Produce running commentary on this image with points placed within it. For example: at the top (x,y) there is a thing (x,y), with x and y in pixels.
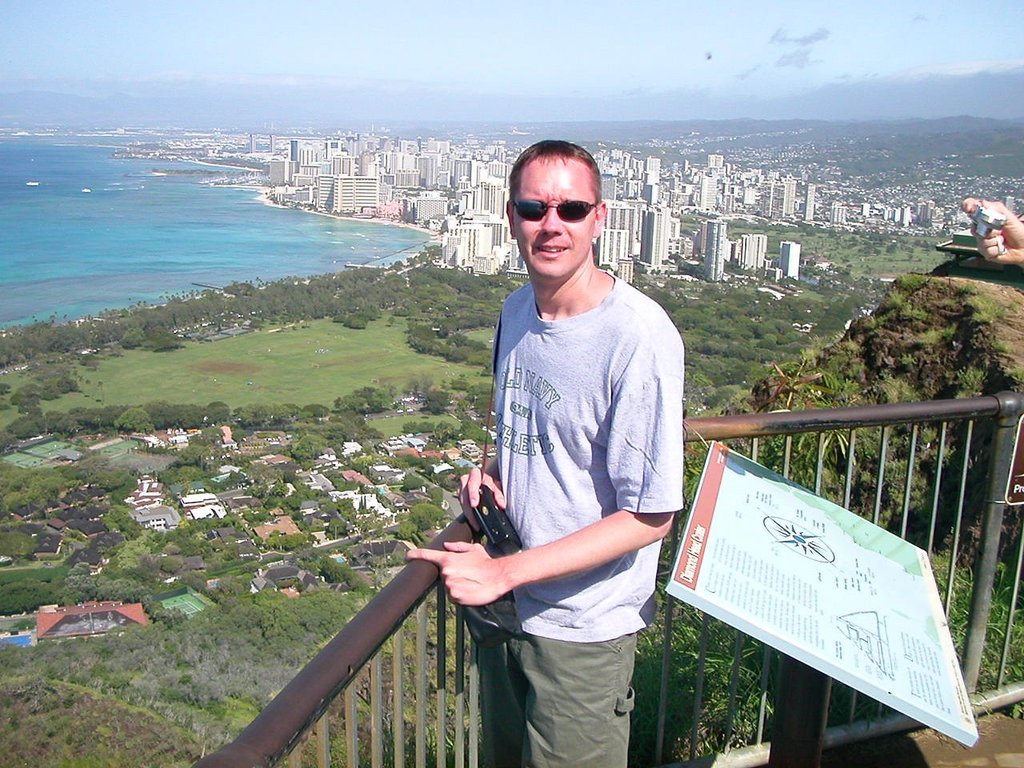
In this picture we can see a man (580,653) and he is holding a camera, here we can see a fence (421,667), board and a person's hand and in the background (301,611) we can see buildings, trees (317,614), water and the sky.
